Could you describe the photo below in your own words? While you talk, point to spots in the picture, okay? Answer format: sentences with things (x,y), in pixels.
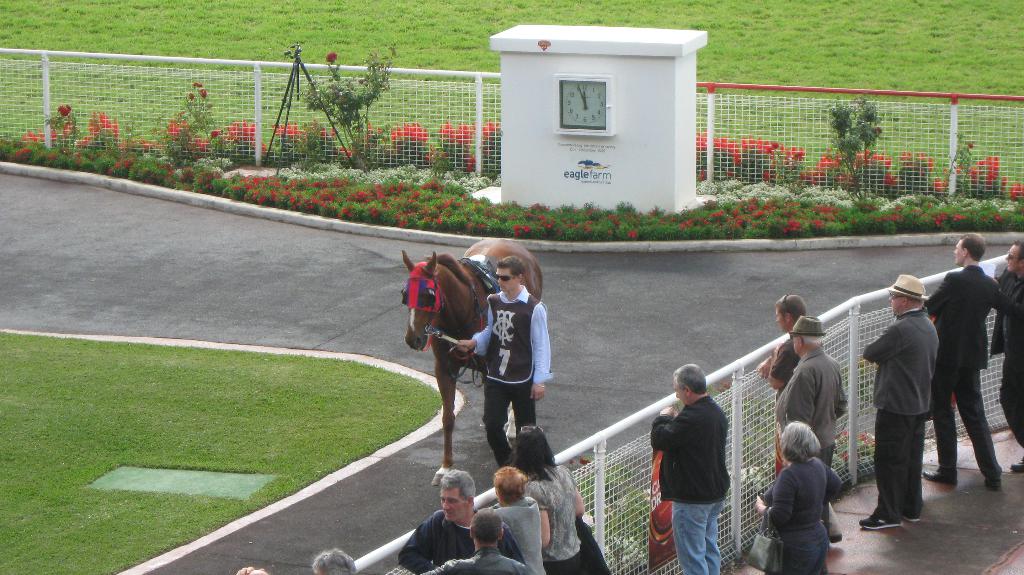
In the image we can see there is a horse (452,316) standing and beside the horse (484,314) there is a man (511,341) who is standing and holding the horse (468,319) and over here there are lot of people (824,418) who are watching them and at the back (870,42) there are lot of greenery (598,22), plants (968,198) and flowers (830,213) and the ground (156,452) is covered with grass (214,444).
